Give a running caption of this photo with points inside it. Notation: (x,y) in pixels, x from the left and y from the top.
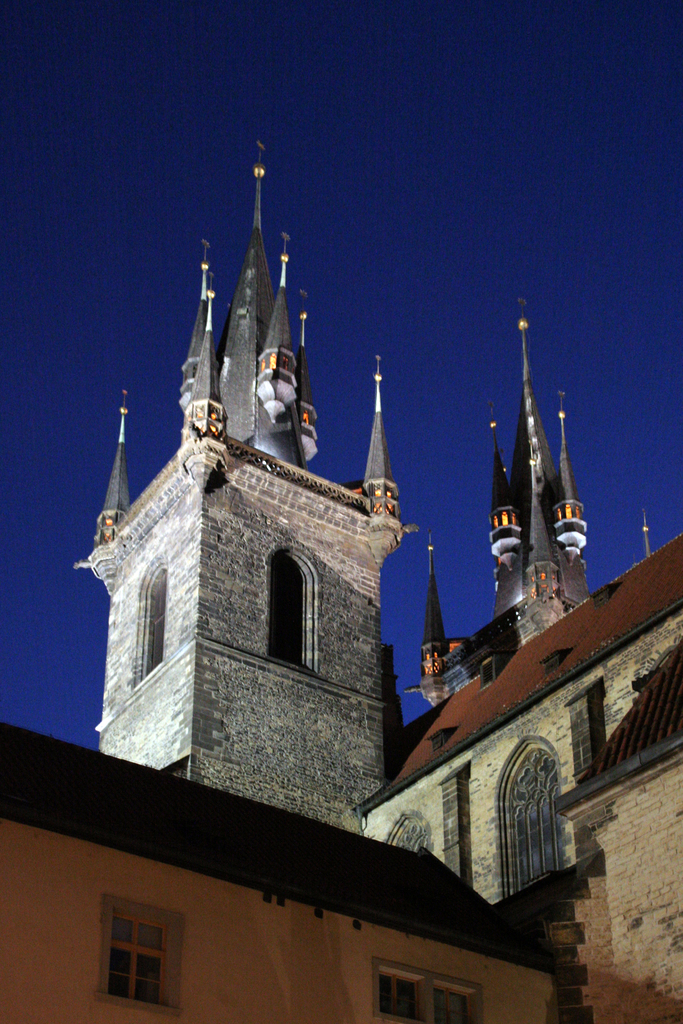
Sky (377,265) is in blue color. Here we can see buildings (128,933) with windows (128,933).
